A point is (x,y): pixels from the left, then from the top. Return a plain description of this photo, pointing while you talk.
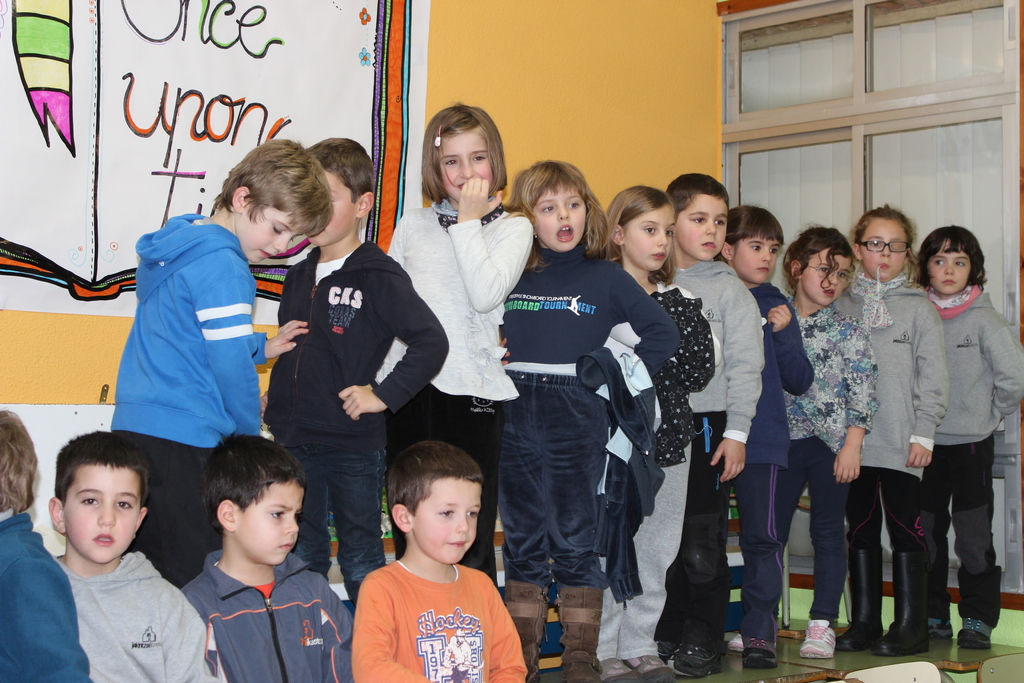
In this picture we can see a group of children (545,612) on the stage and in the background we can see posters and a window (1004,173).
